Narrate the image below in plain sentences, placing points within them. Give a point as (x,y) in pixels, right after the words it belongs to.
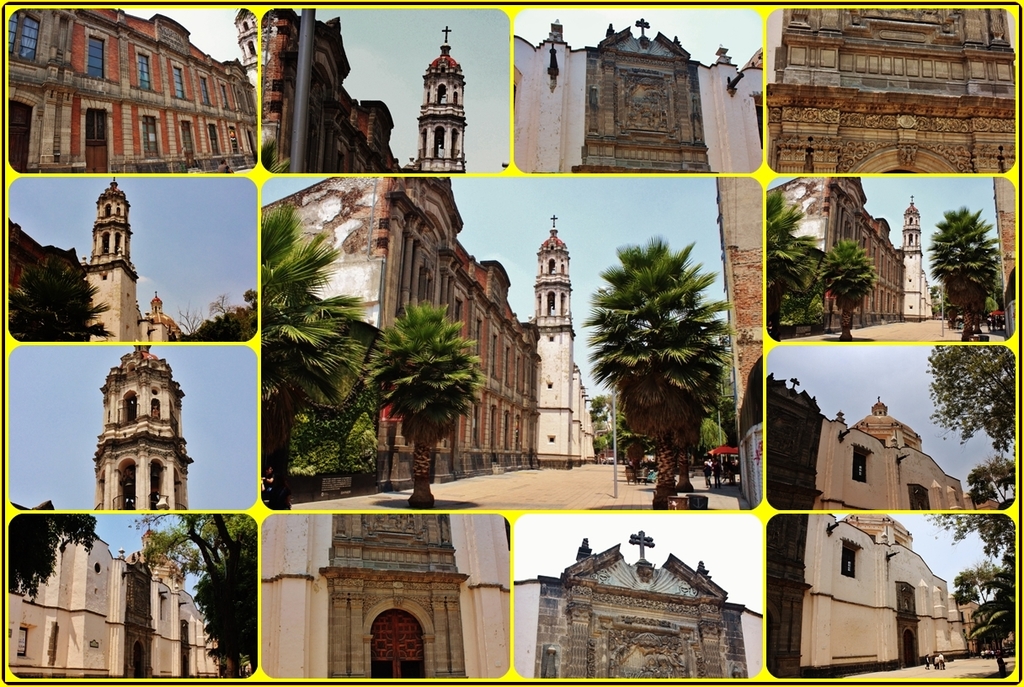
The picture is a collage of images, in the images we can see churches (433,580), trees (612,446) and sky (535,194).
